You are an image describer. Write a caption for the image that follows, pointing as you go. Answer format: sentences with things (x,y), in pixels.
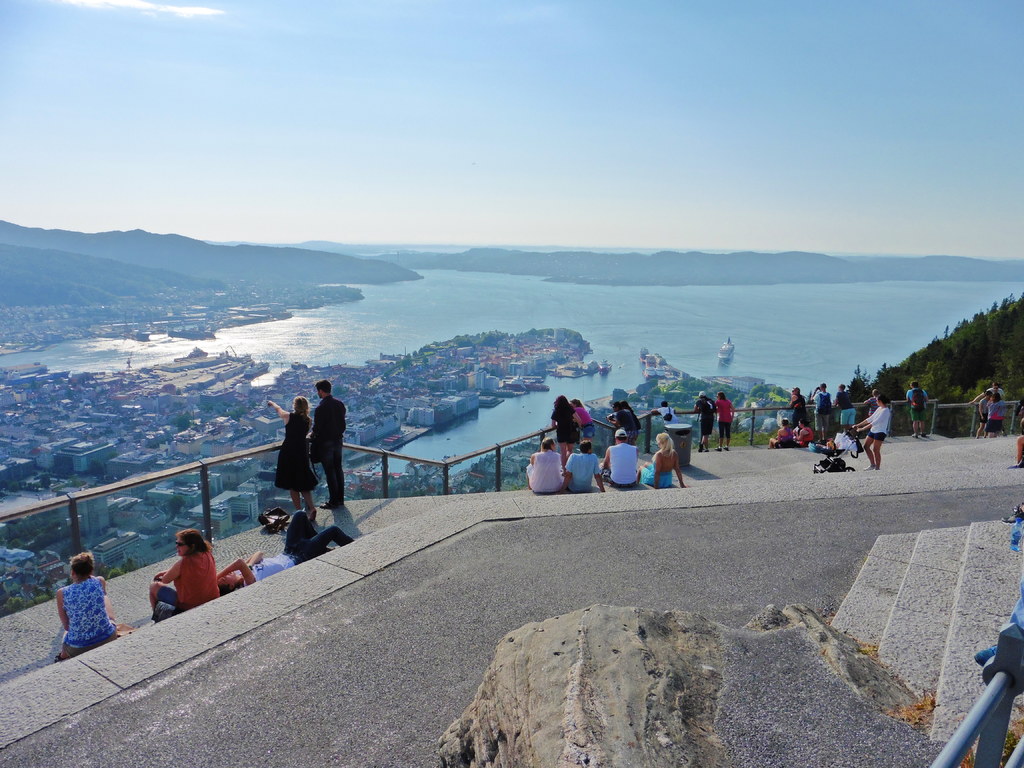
In this picture I can observe some people (240,567) sitting on the floor (644,499). Some of them are standing near the railing (738,425). There are men (340,407) and women (879,425) in this picture. In the background (431,301) I can observe buildings (433,376), river (401,317) and sky (428,156).
